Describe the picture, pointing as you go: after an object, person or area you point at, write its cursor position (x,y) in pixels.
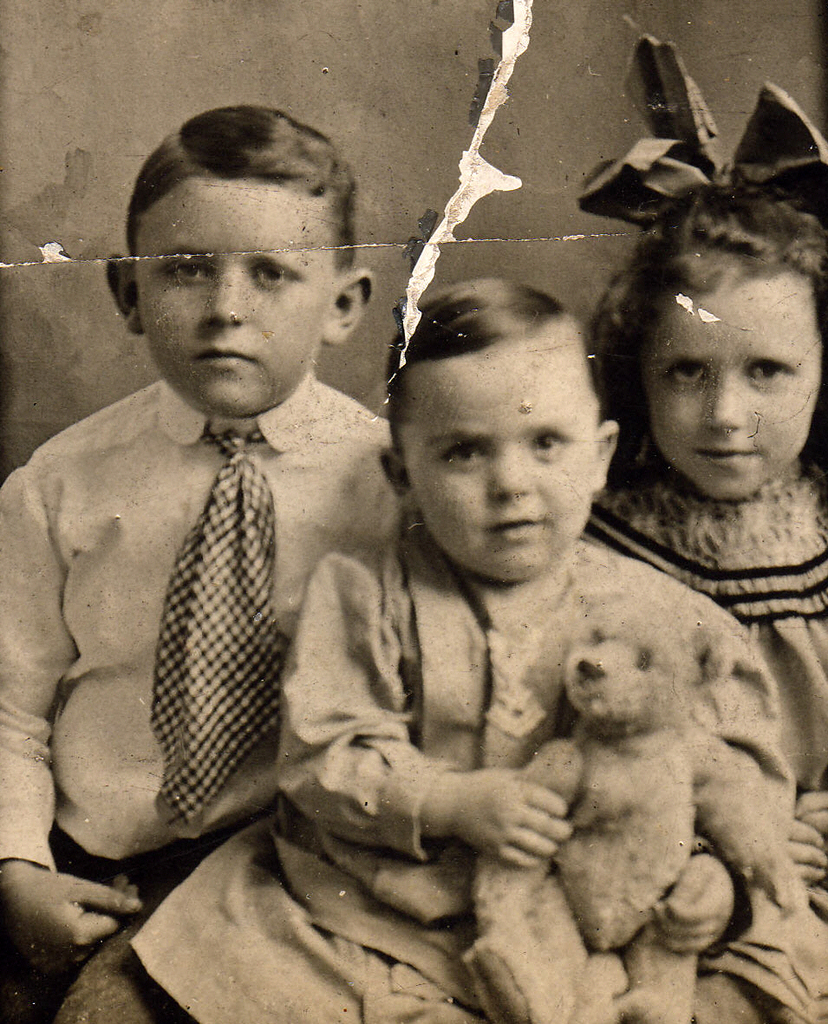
There are three children (539,356) in different clothes (710,604) not smiling and sitting. One of them is holding a teddy bear (653,646). In the background (551,156), there is wall (150,64).
